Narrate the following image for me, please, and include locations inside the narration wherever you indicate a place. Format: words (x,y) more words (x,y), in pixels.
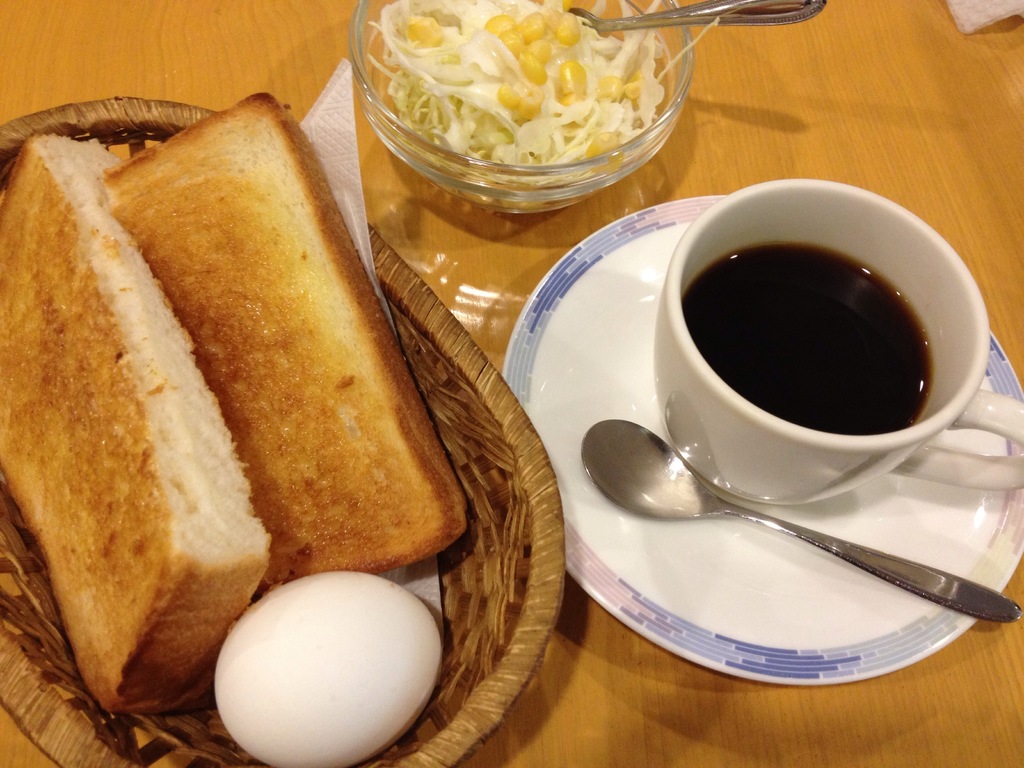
In this image we can see a cup (969,390) and some liquid (891,369) in it, here is the plate (865,503) on the table (1022,255), here is the spoon (684,494), here is the food item (600,123) in the bowl (568,165), here is the bread (354,304), egg (304,597), in the basket (450,597).
